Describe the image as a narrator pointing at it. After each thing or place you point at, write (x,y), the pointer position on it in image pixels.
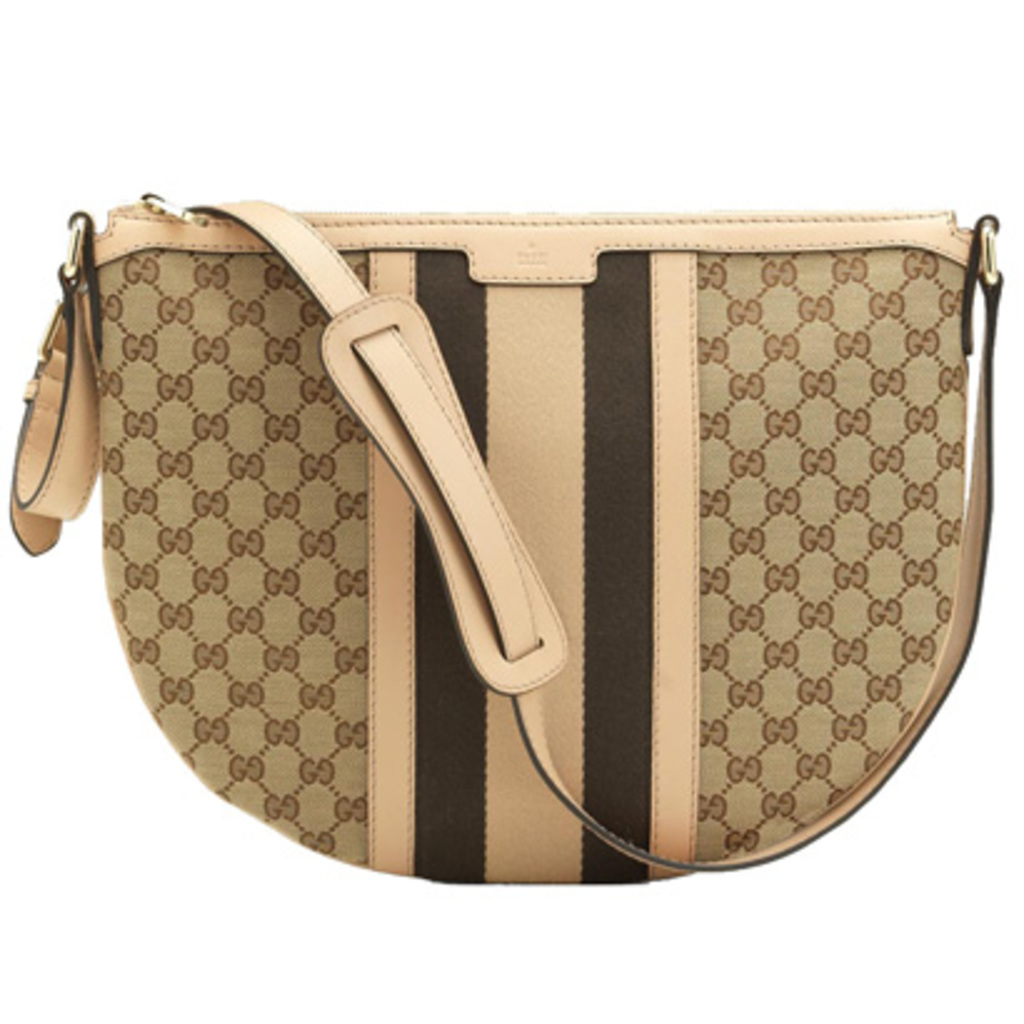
In this image, we can see women handbag (437,666). And it is leather piece (709,869). And hanging we can see zip (184,218) and ring (78,248).
